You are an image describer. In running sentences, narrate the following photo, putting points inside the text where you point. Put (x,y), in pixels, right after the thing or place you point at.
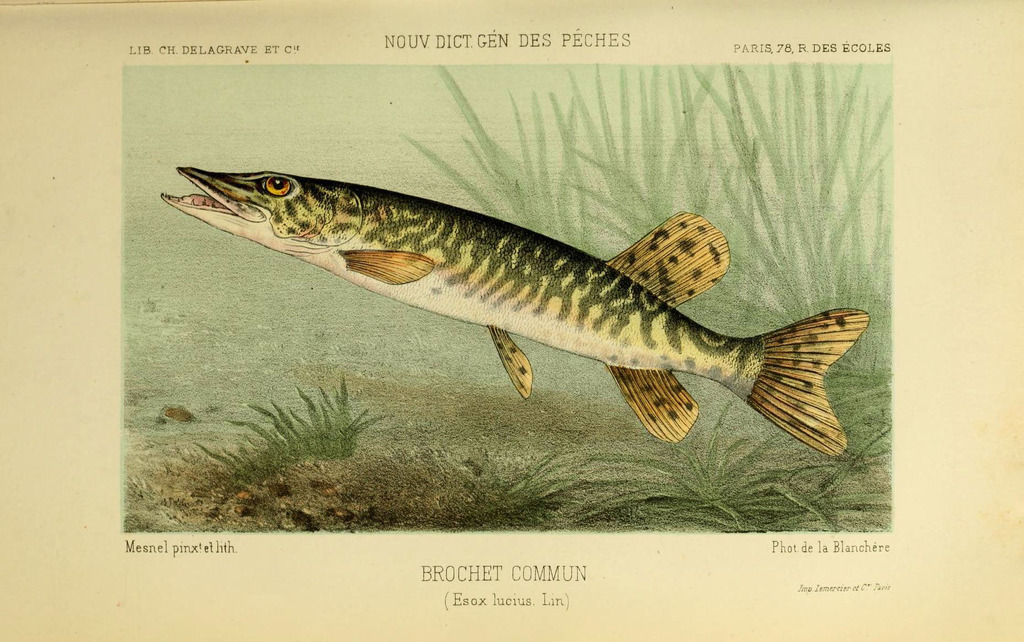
In this picture there is a picture (484,300) of a fish (484,300) and there are pictures (624,180) of plants (617,183) on the paper (82,352). At the top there is text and at the bottom (553,577) there is text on the paper (81,321).
